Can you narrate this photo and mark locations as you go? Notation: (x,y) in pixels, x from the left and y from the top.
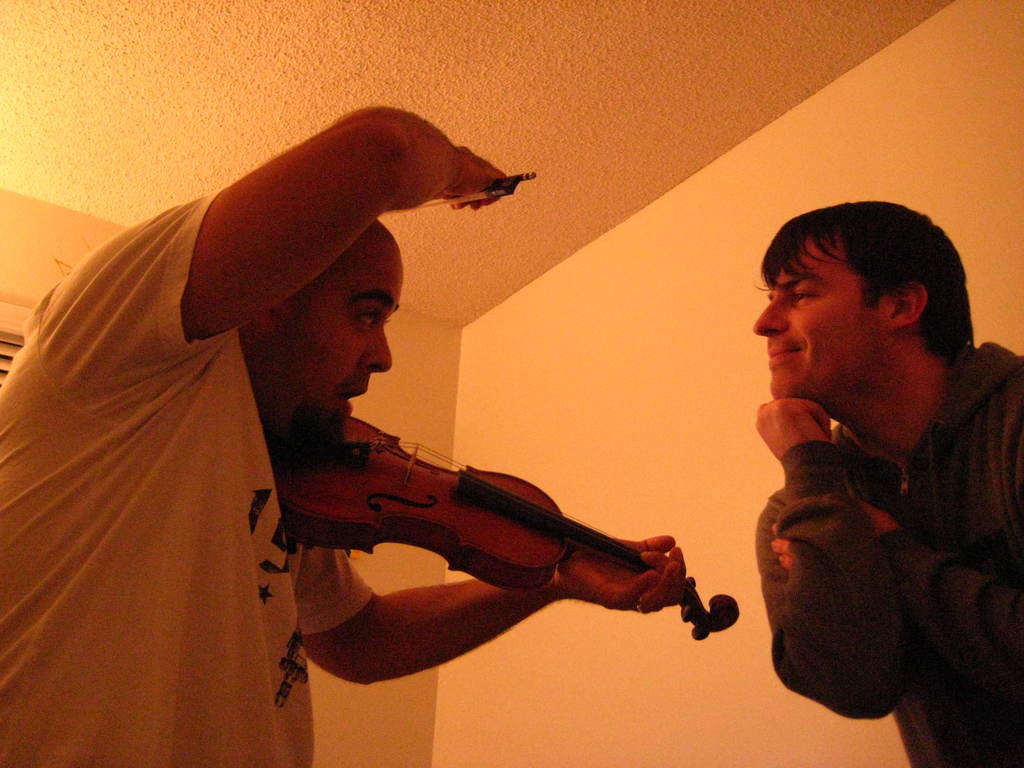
On the left side of the image (252,381) we can see a person (219,412) holding a violin (377,520) in his hands (590,558). On the right side of the image (919,565) we can see a person (940,561) standing. In the background (787,161) we can see a wall (639,219).
